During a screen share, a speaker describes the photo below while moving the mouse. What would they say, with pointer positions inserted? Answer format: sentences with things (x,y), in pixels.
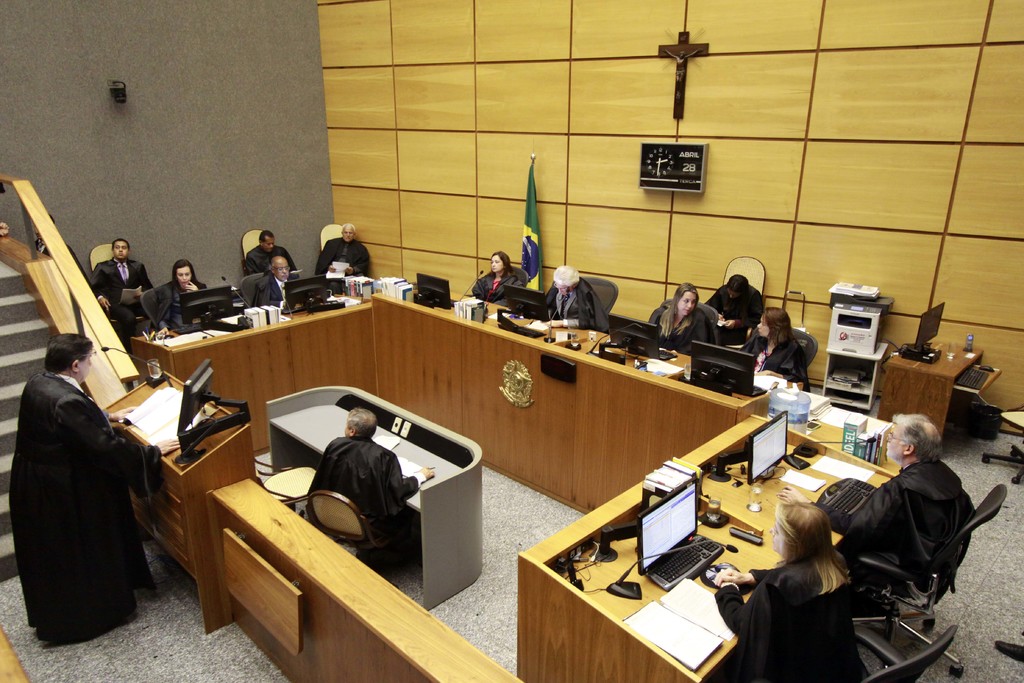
There are few people (290,270) sitting on the chairs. This is the desk (728,538) with monitors (709,365), books (391,285), and some other objects (794,466) on it. I can see a kind of podium (176,482) with a book (171,425) and a computer (185,432) here. Here is a man (54,455) standing and talking on the mike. I can see a flag (531,236) hanging. This is the clock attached to the wall (716,155). Here are some electronic devices (850,338). This is the another table (394,433) with papers (414,465) on it.
